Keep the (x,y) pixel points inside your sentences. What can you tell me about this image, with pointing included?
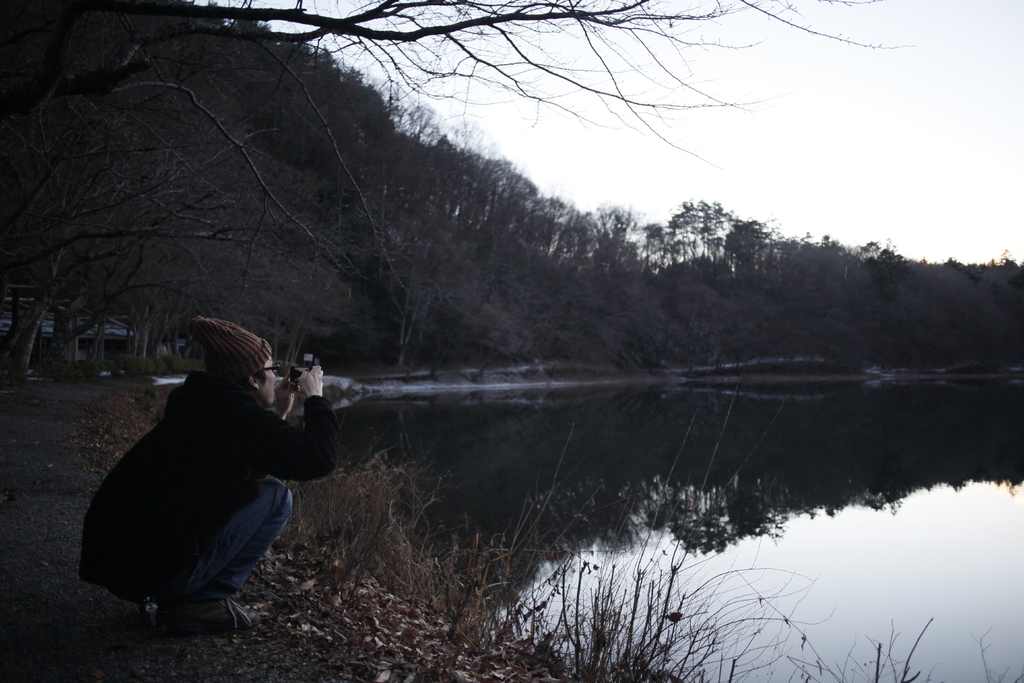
In this picture I can observe a man (173,457) on the land (76,469). He is holding a mobile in his hand (314,370). Man (191,426) is wearing a cap (242,364) and spectacles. In front of him there is a pond (590,450). In the background (436,259) there are some trees (436,226) and sky (607,165).
